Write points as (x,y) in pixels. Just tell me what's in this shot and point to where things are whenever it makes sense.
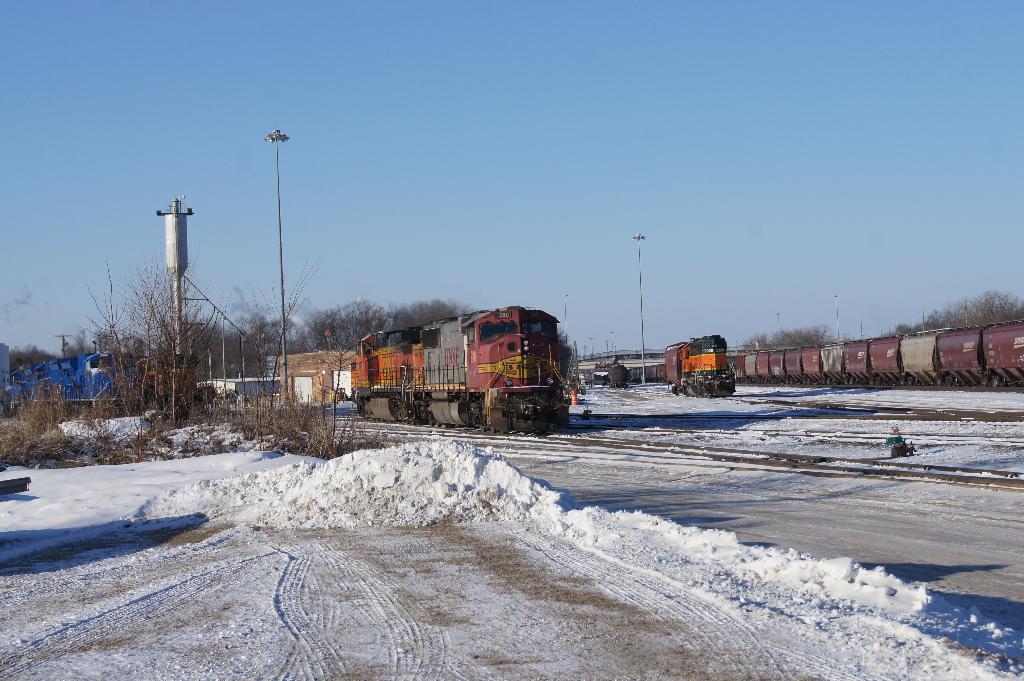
In this picture we can see the train engine (457,389) in the front (541,382). On the right side (1010,352) there is a train bogies (742,380) parked on the track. In the front (518,511) bottom side there is a snow (384,492) on the ground (227,468). In the background (209,332) there are some dry trees (209,339) and electric pole (277,131).
